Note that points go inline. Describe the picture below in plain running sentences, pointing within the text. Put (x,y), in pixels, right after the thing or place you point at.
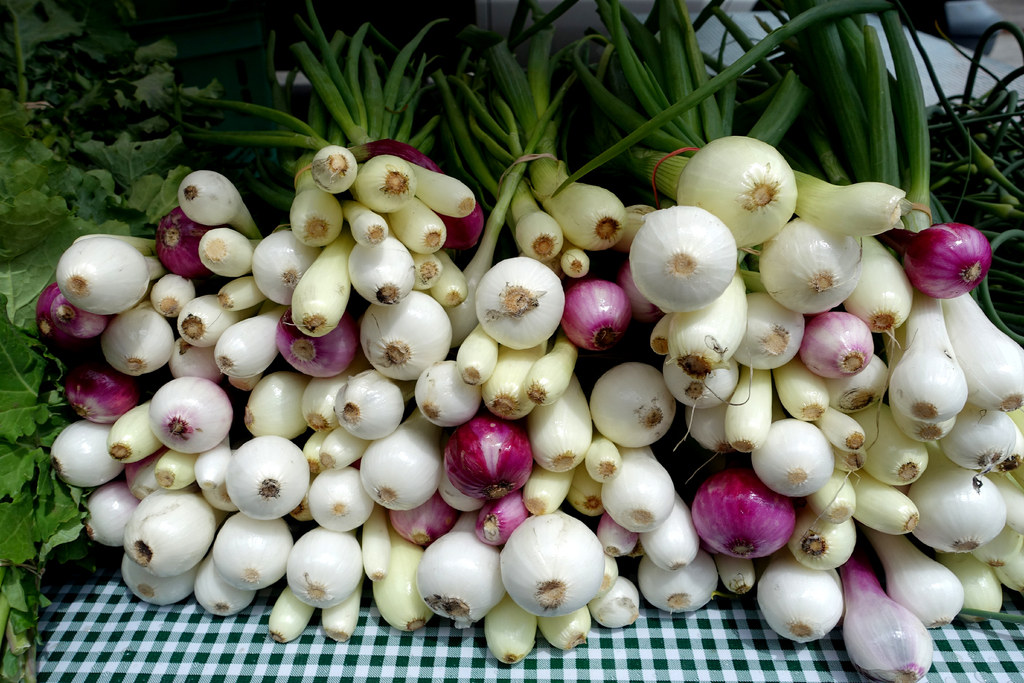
In this picture we can see onions (905,546) and leaves (6,124) and these are placed on a cloth (243,674).
